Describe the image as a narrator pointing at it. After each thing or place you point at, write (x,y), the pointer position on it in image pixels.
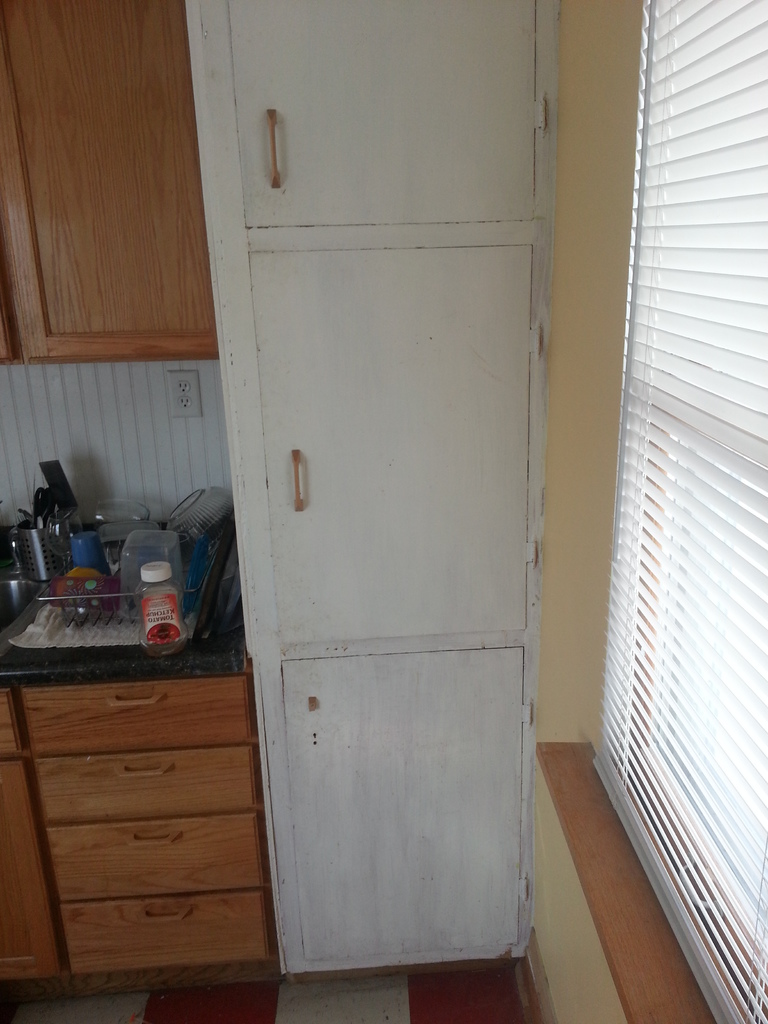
In this image on the left side (150,840) there is a cupboard (51,767) there are some utensils (76,570), bottle (149,570) and in the center (340,533) there is one cupboard (384,617). On the right side (666,636) there is one window (719,536) and curtain (759,539) and at the top (109,273) there is a wooden board (56,231).
